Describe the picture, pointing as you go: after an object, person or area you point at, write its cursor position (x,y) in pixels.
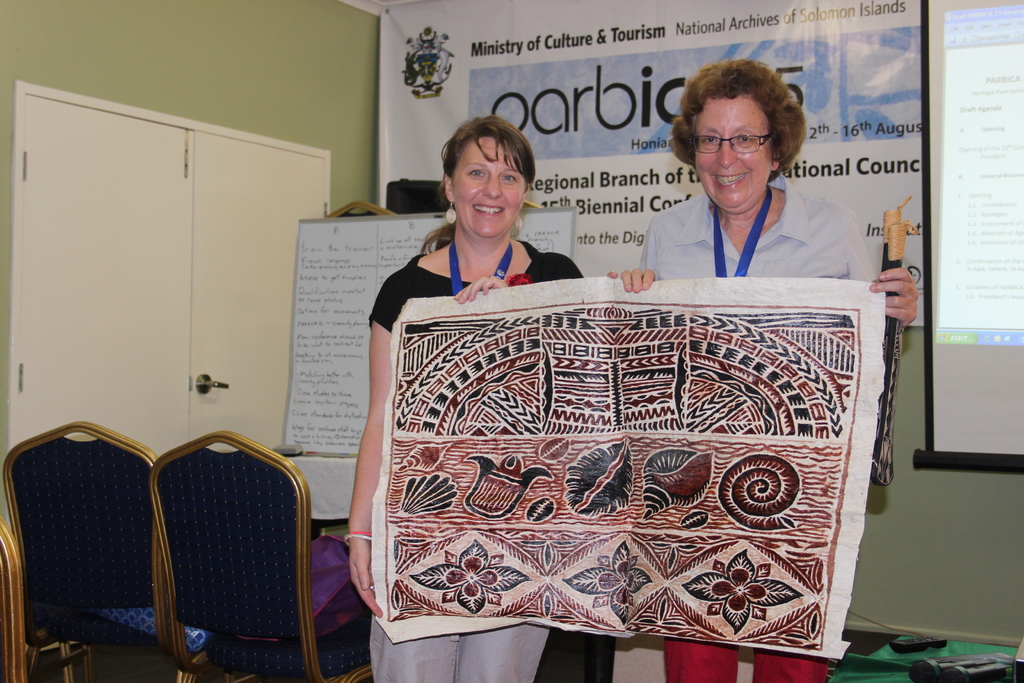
In this image consist of these are the two women (778,217) standing and smiling and they are holding a painting (418,464) on their hand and left side (100,503) i can see a chairs (110,519) and there is a door (35,192) visible and on the back ground (458,48) i can see a hoarding board (529,61) and there are some text (599,74) written on that. On the right side (986,114) corner i can see a screen (1000,219).
